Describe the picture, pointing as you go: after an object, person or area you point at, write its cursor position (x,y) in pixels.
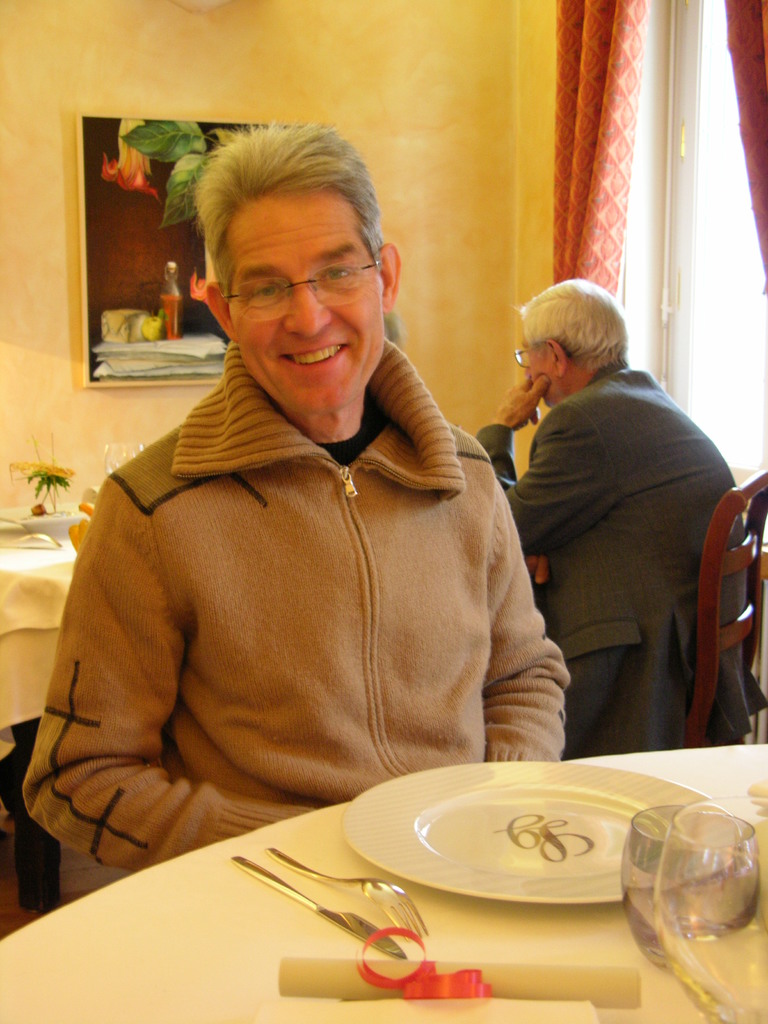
This image is clicked in a restaurant (217,742). There are two men (265,303) in this image. In the front (303,653), the man (308,641) wearing brown jacket (265,683) is sitting near the table (413,889) on which there are plates (638,802) and a fork (355,875) and a knife (363,919) kept. In the back (582,534) there is a man (626,431) wearing grey jacket (560,565) is sitting in a chair (735,565). In the background (103,34), there is a wall (399,126) on which a frame (113,150) is fixed. And to the right (647,145), there is a window (648,167), along with window curtain (599,208).
